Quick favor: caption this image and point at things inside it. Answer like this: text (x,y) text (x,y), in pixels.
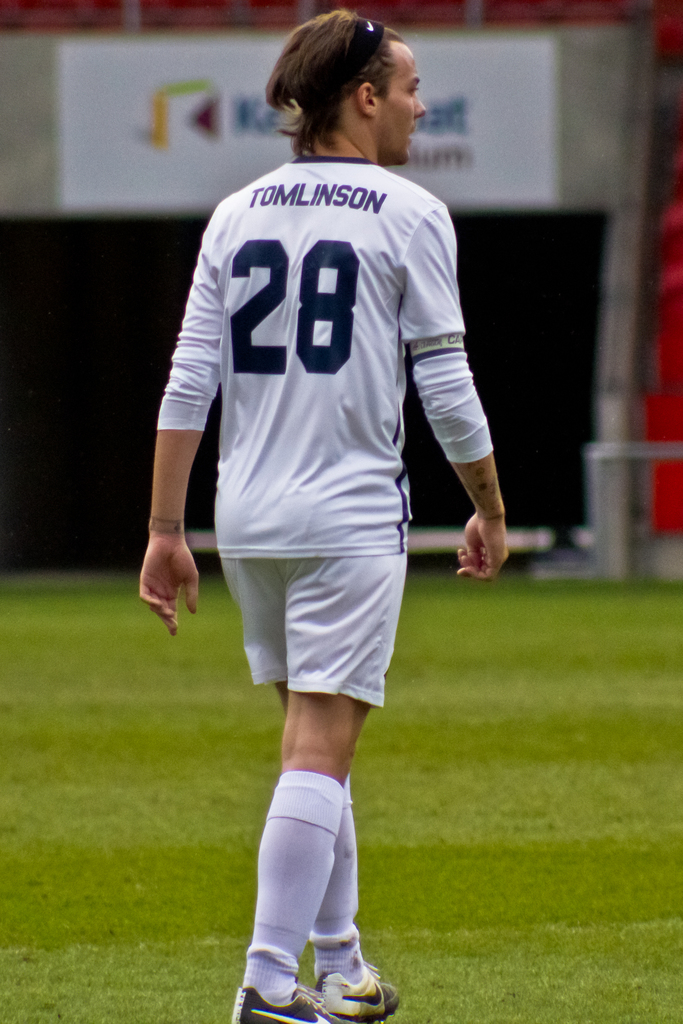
In the middle of the image (300,547) a person (258,986) is walking. In front of him there is grass (675,873) and fencing (59,49) and stadium (627,97), on the fencing (607,52) there is banner (544,206).
